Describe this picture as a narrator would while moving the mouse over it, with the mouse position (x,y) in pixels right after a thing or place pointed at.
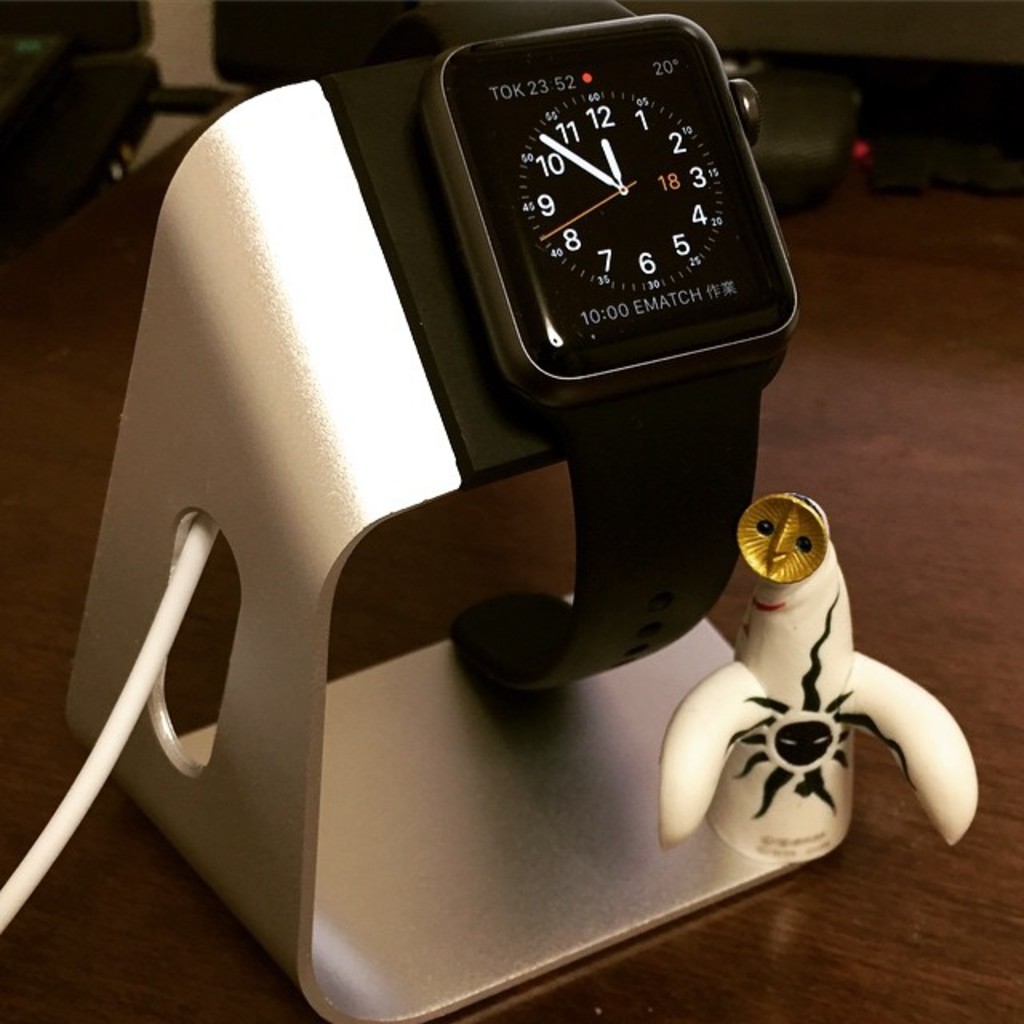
In this image I can see a black color watch (552,367) visible on stand (364,777) and the stand (500,836) is kept on table (884,931) and I can see a cable cord (110,761) attached to the stand (204,507) on the left side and at the top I can see chairs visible in front of the table (104,240).
